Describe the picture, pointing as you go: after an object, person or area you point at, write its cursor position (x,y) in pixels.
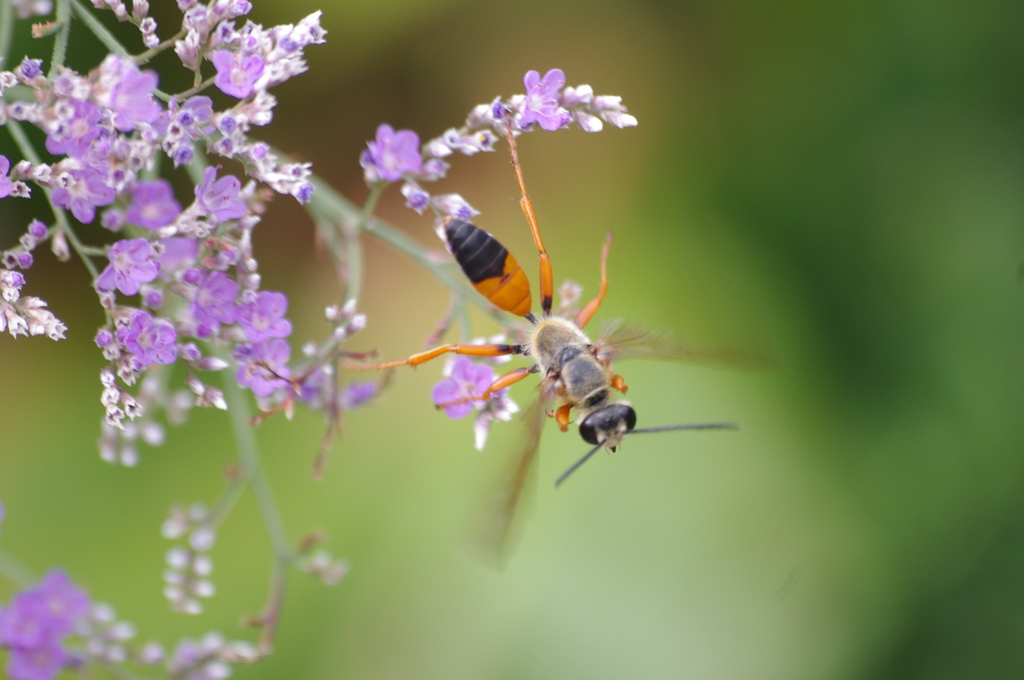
On the top left (234,215) there are a bunch of flowers (209,221), on the flowers (203,405) there is a wasp (510,264), in the background (831,18) it is blurred.
